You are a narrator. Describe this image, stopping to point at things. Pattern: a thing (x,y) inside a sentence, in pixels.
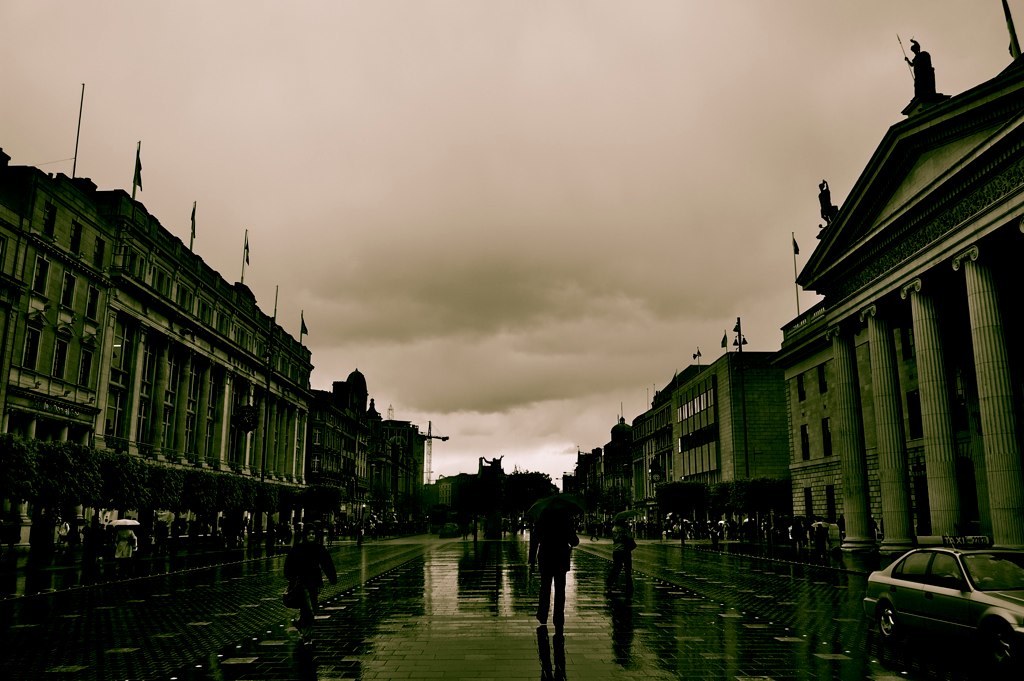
This is a black and white image. In this image we can see a group of buildings (776,403), some pillars (849,476), statues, some poles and the flags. We can also see a group of people (556,609) and some vehicles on the road (830,637). In that some are holding the umbrellas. We can also see a group of plants (143,489), trees (548,484) and the sky (517,325) which looks cloudy.
